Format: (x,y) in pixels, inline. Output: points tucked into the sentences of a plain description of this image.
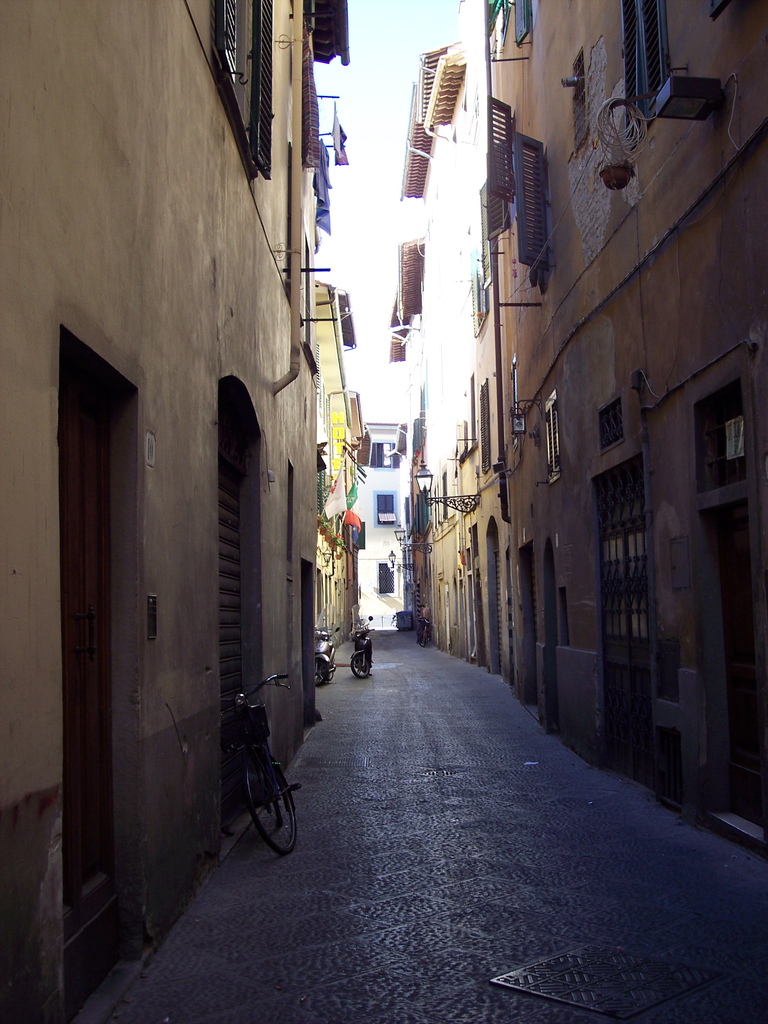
This picture is clicked outside. In the center (367,650) we can see there are some vehicles (321,679) parked on the ground (339,796). On both the sides we can see the buildings (523,334) and we can see the doors (624,517) and windows (248,132) of the buildings (581,171). In the background (361,256) there is a sky (383,284), buildings (397,485) and some other objects (408,615).
